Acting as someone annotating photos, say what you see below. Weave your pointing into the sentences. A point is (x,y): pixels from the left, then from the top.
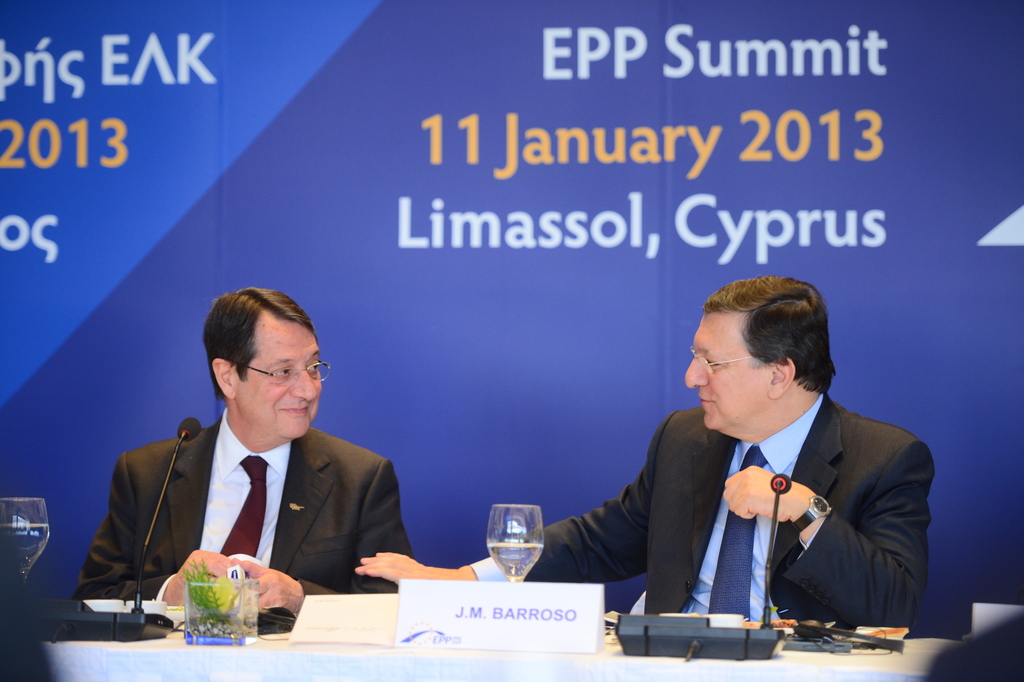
In this picture we can see two people (330,501), in front of them we can see a table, on this table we can see mics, glasses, name board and some objects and in the background (389,437) we can see a banner (542,334).
